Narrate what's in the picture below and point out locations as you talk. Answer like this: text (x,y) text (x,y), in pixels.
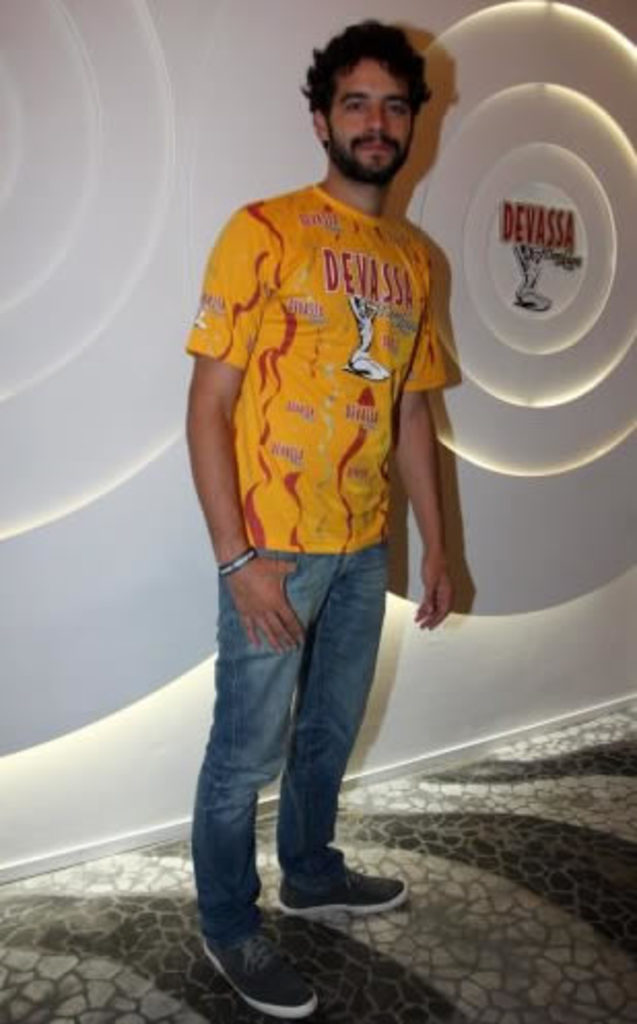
In the center of the image (289,350) there is a person (352,537) standing on the floor (432,837). In the background (442,289) there is wall (64,455).
